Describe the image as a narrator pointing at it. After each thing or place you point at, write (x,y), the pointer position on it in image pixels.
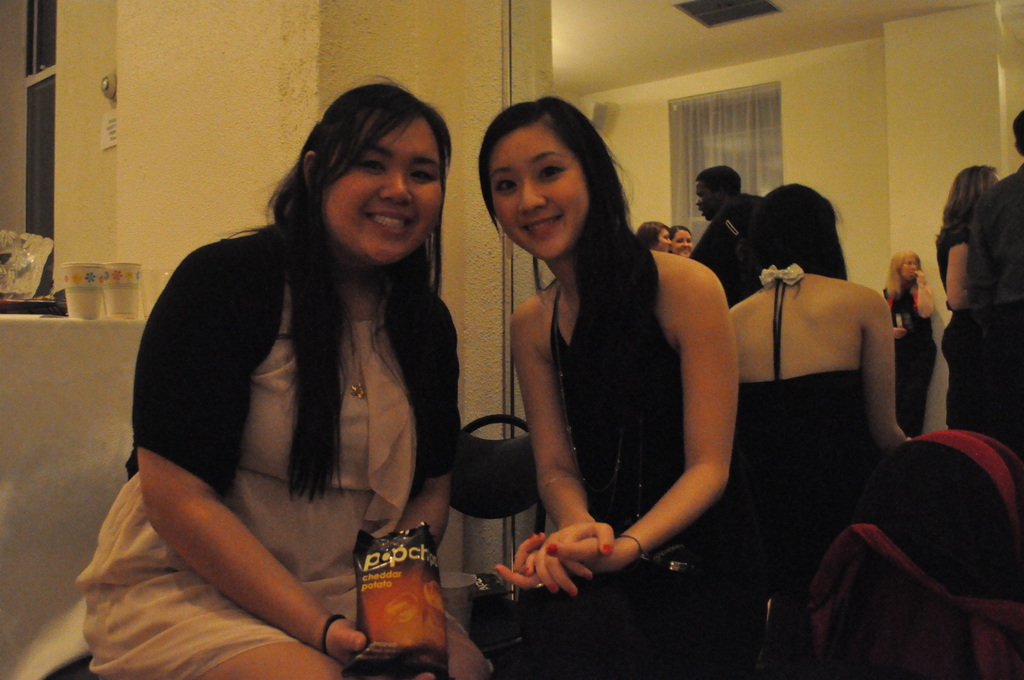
In this picture I can see there are two women (522,164) sitting and smiling. In the backdrop (958,329) there is a mirror (925,257) and people (827,212) are visible from the mirror (824,179).
